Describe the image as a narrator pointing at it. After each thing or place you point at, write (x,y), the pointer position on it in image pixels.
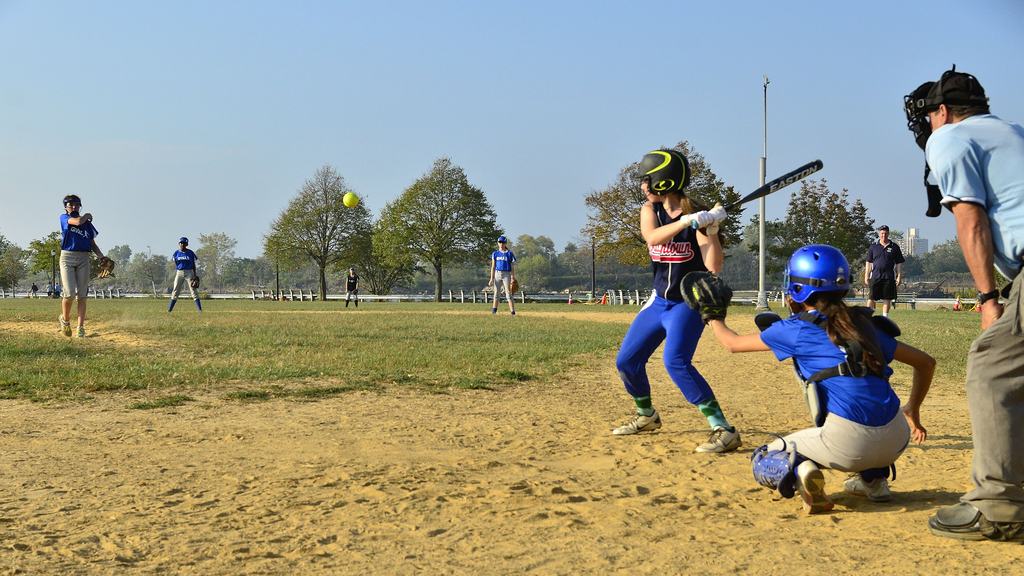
In this image there is a ground (394,384) in the bottom of this image (370,430). There is one person (654,261) standing on the right side of this image (684,254) is holding a bat (804,172) and there is one other person (843,332) is sitting on the right side (694,300) to this person (687,323) and wearing blue and grey color dress (859,408) and blue color helmet (830,285) and there is one other person (1001,231) is at right side of this image (1006,249). There is one person (508,256) standing in middle of this image (510,288) and there are some persons (85,234) are on the left side of this image (77,244). There are some trees (552,256) in the background (435,220). There is a sky (547,87) at top (480,49) on the top of this image (501,72).
